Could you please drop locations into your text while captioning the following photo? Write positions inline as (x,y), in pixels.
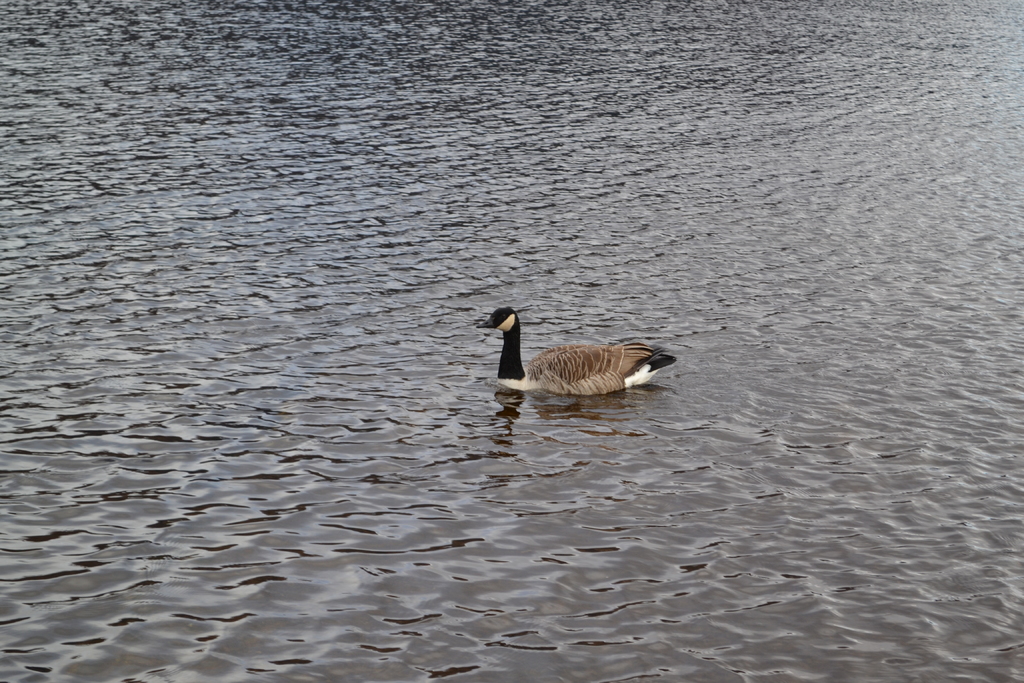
In this image we can see duck (510,318) swimming in the water (376,251).
